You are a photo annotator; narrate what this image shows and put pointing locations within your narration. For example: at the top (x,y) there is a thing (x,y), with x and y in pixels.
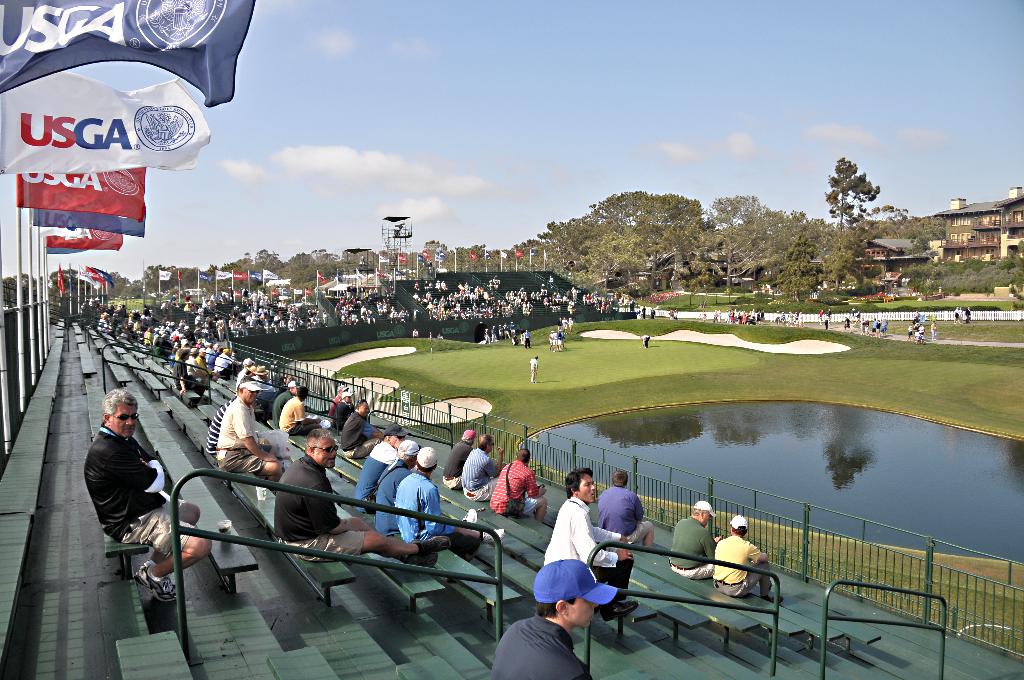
In this image there is a crowd (315,462) sitting in a seating area (500,550) and some persons (536,370) are standing in a golf court (608,352). There are some trees (828,271) in the background (866,261) and there are two buildings (906,265) on the right side of this image (968,254). There are some flags (82,144) on the top left side of this image (55,134). There is a water (761,454) on the right side of this image (818,467), and there is a sky (501,110) at the top of this image (439,123).
